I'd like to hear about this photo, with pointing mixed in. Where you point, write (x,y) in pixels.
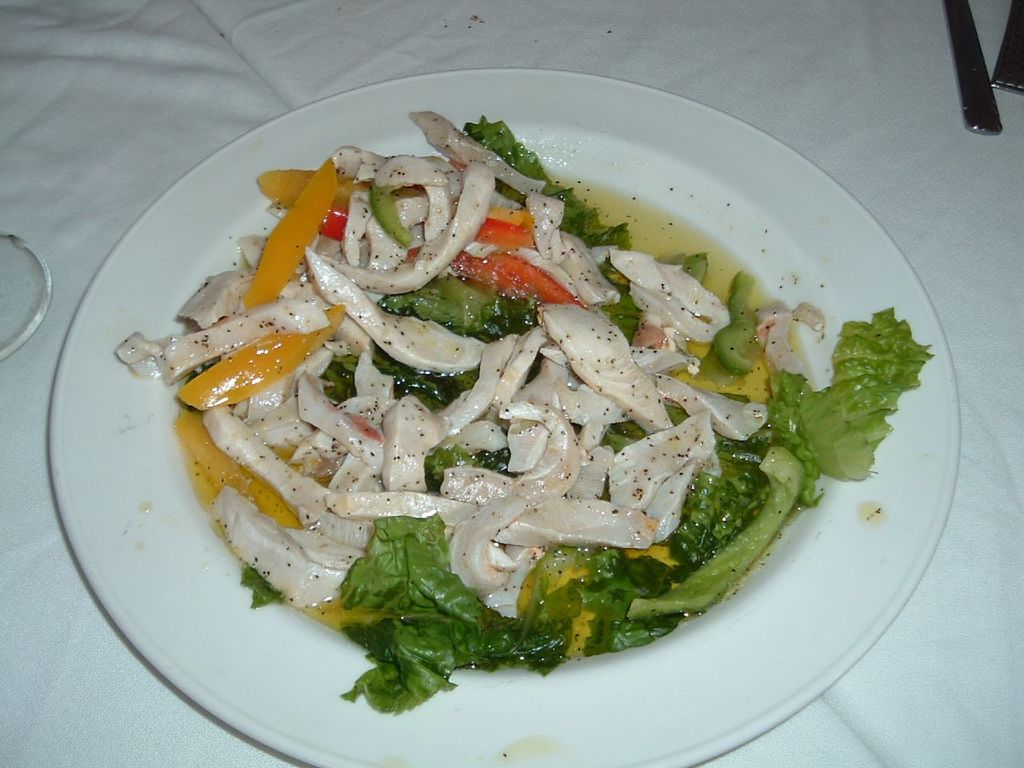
In this picture we can see food (379,554) on the plate (592,123) and some objects (968,43).
